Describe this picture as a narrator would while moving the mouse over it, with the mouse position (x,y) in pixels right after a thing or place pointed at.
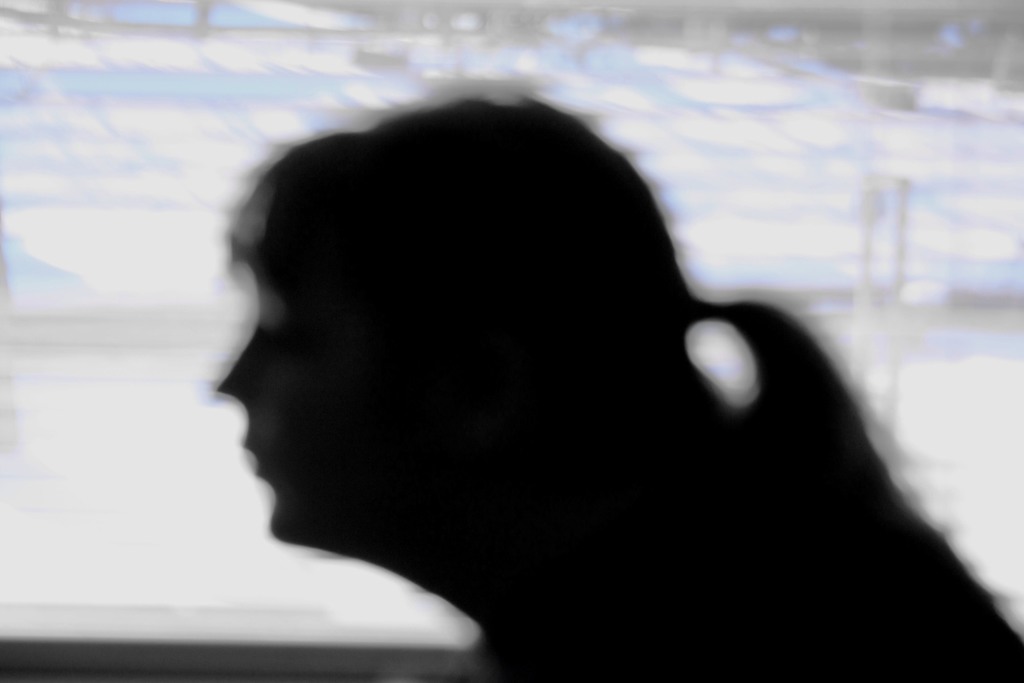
In this picture we can see the blurred image of a woman (356,344).
